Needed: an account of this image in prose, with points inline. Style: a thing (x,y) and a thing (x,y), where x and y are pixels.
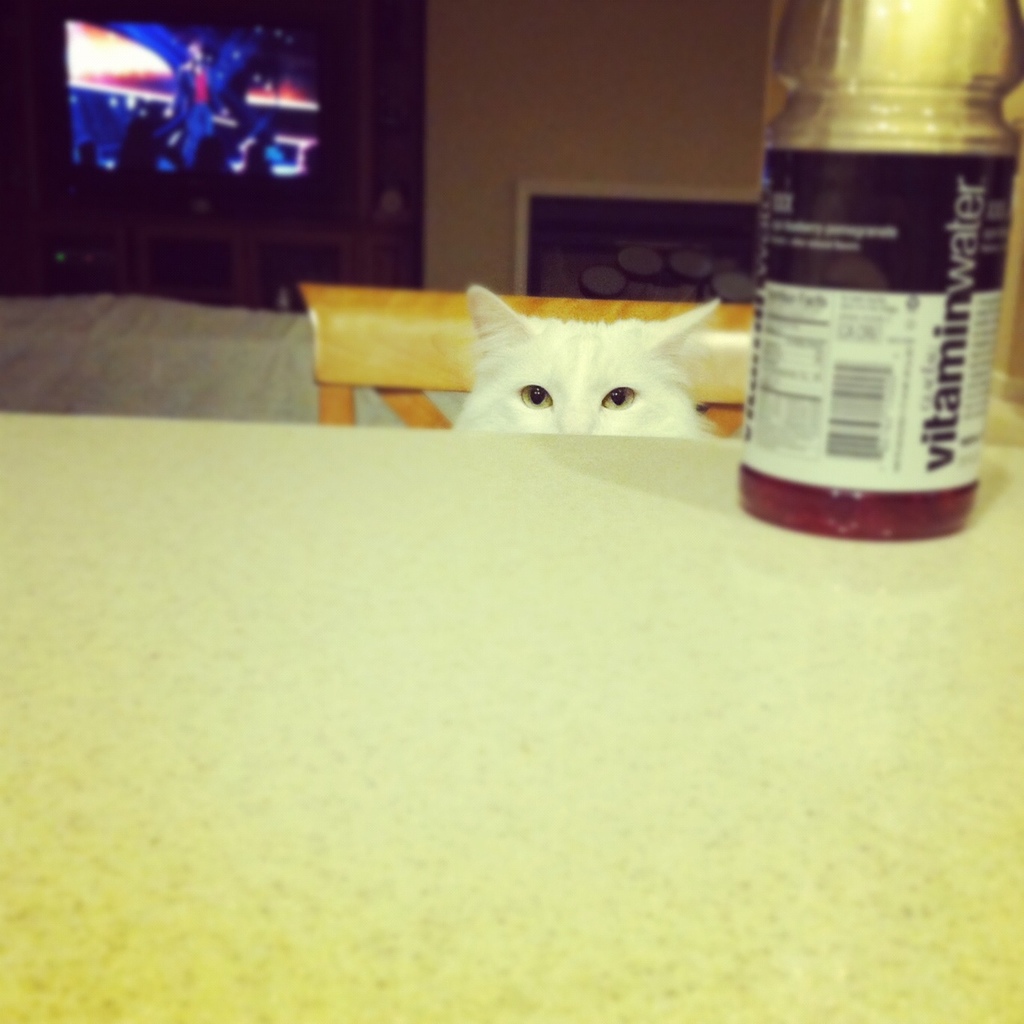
On the table (799,608) there is a bottle (796,368), behind the table (516,455) there is a cat (550,357) on the chair (452,329) and a TV (225,115).
